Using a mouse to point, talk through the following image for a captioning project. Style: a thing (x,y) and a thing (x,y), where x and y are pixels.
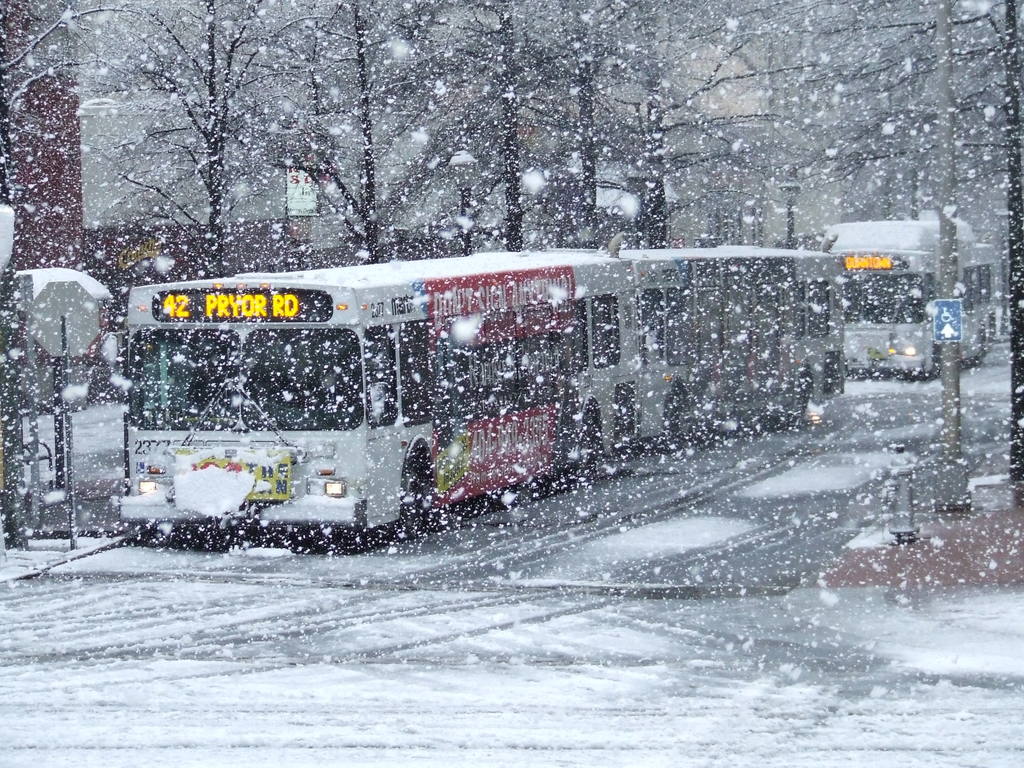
In this image we can see buses (713,334), light poles (953,404), buildings (190,200), sign boards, also we can see the snow (505,591), and trees (512,158).
